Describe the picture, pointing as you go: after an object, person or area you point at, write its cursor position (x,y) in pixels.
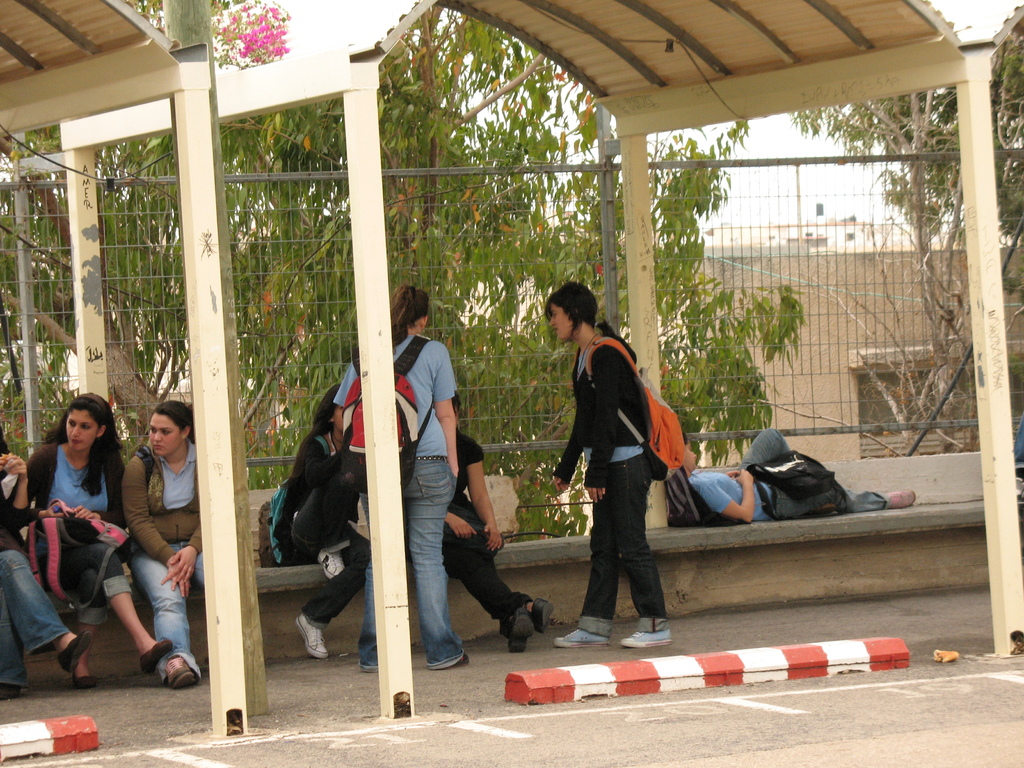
In this picture we can see a group of people (345,498) where some are standing on the ground (565,614) and some are sitting on a platform (536,550), bags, shelters (85,348), fence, trees (500,278) and in the background (808,228) we can see a building (803,288).
